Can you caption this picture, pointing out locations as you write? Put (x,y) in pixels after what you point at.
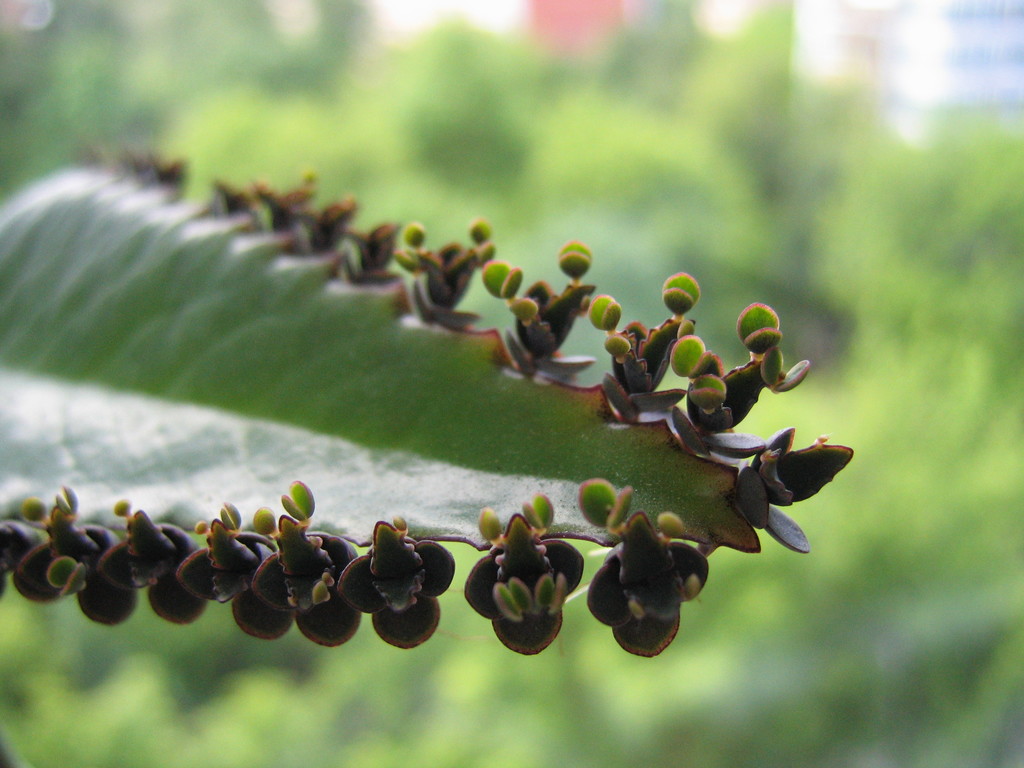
In the image there is a zoom in picture of a leaf (352,356) and the background of the leaf (258,359) is blur.
